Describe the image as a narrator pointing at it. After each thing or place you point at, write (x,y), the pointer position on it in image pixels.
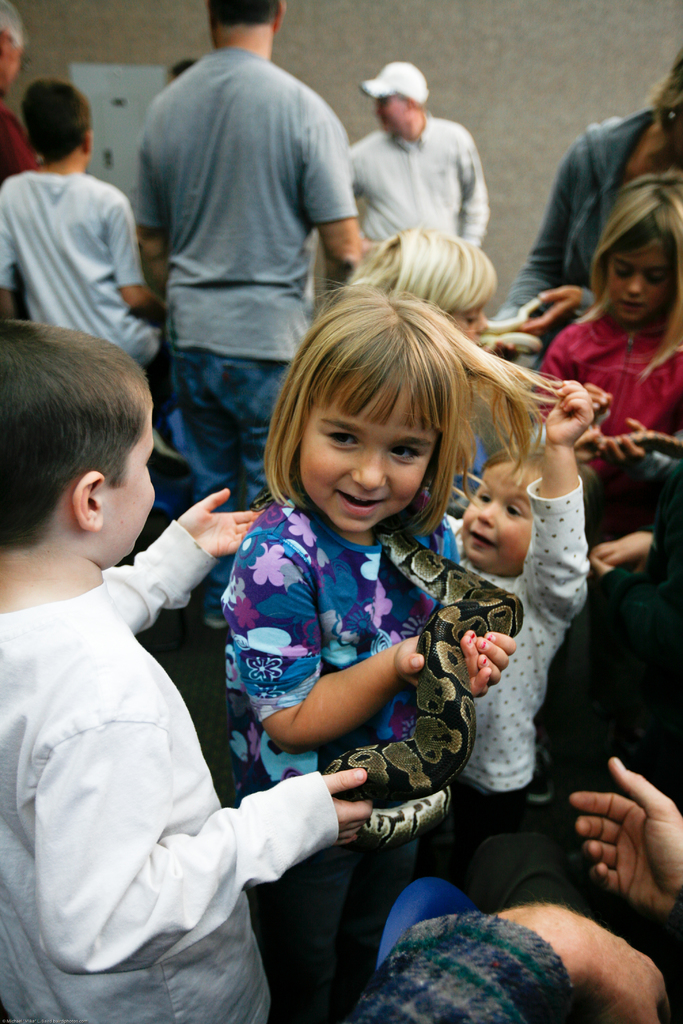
In this image there are group of persons (430,525) who are playing and at the background of the image (327,178) there are some persons (277,205) standing.
